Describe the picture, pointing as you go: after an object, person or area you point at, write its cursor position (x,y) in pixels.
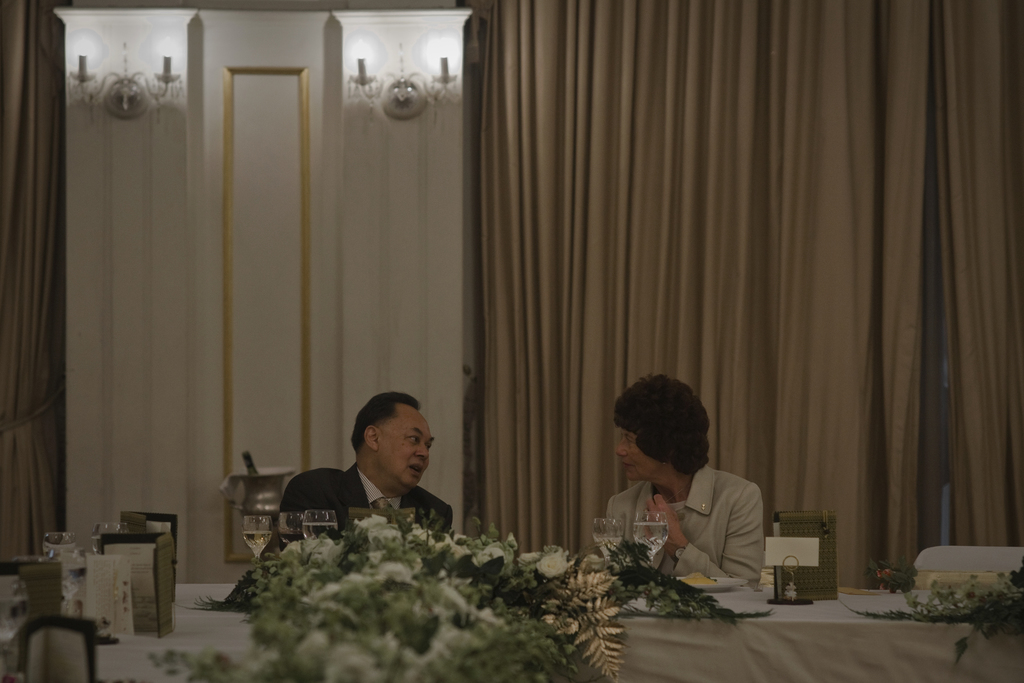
A man (388,468) and a woman (688,570) are talking to each other sitting at a table (697,628).
